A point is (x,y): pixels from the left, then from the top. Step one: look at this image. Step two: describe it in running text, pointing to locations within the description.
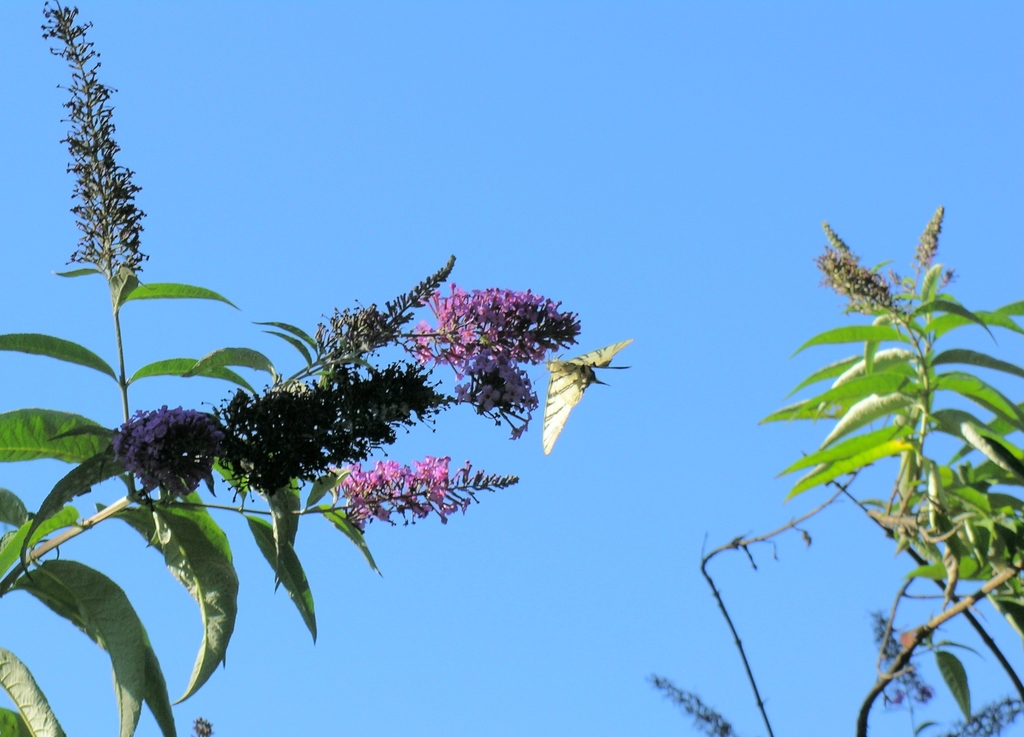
In this image we can see some leaves (100,437) and flowers (469,355) which are in pink color and in the background of the image (502,179) there is clear sky (645,174).
